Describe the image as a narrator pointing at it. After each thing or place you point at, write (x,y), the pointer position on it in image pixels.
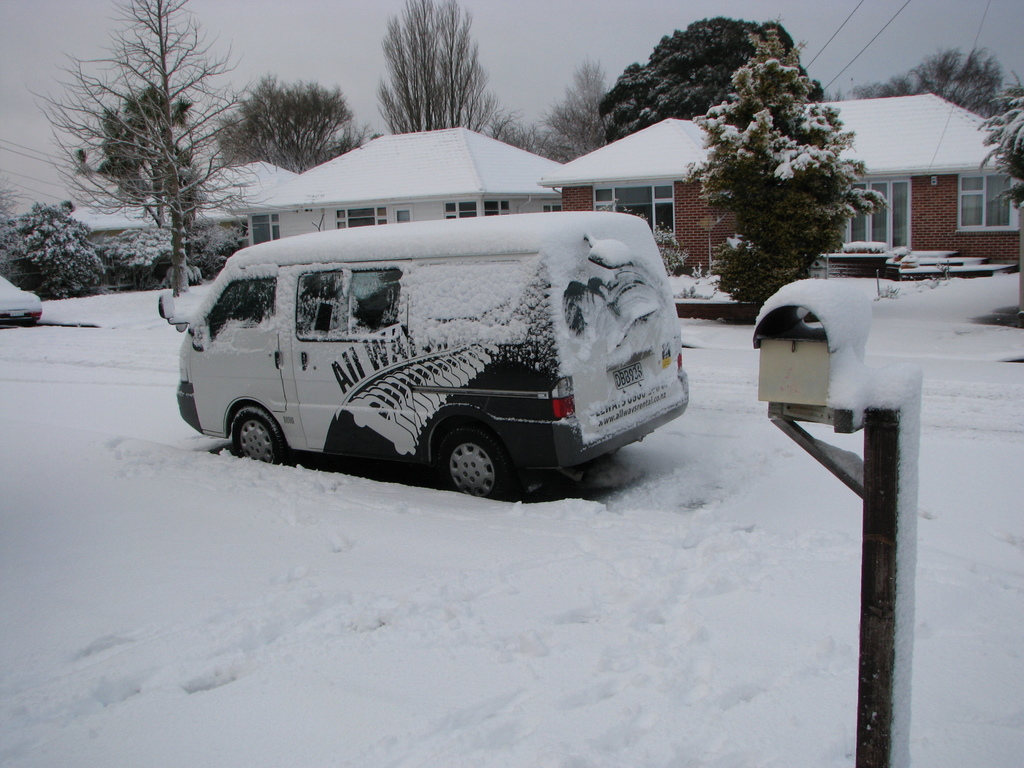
This image consists of a van (410,400) which is covered with a snow (443,314). At the bottom (431,571), there is snow (135,645). In the background (301,148), there is a house (951,186) along with the trees (107,133). At the top (522,11), there is a sky (489,35).
